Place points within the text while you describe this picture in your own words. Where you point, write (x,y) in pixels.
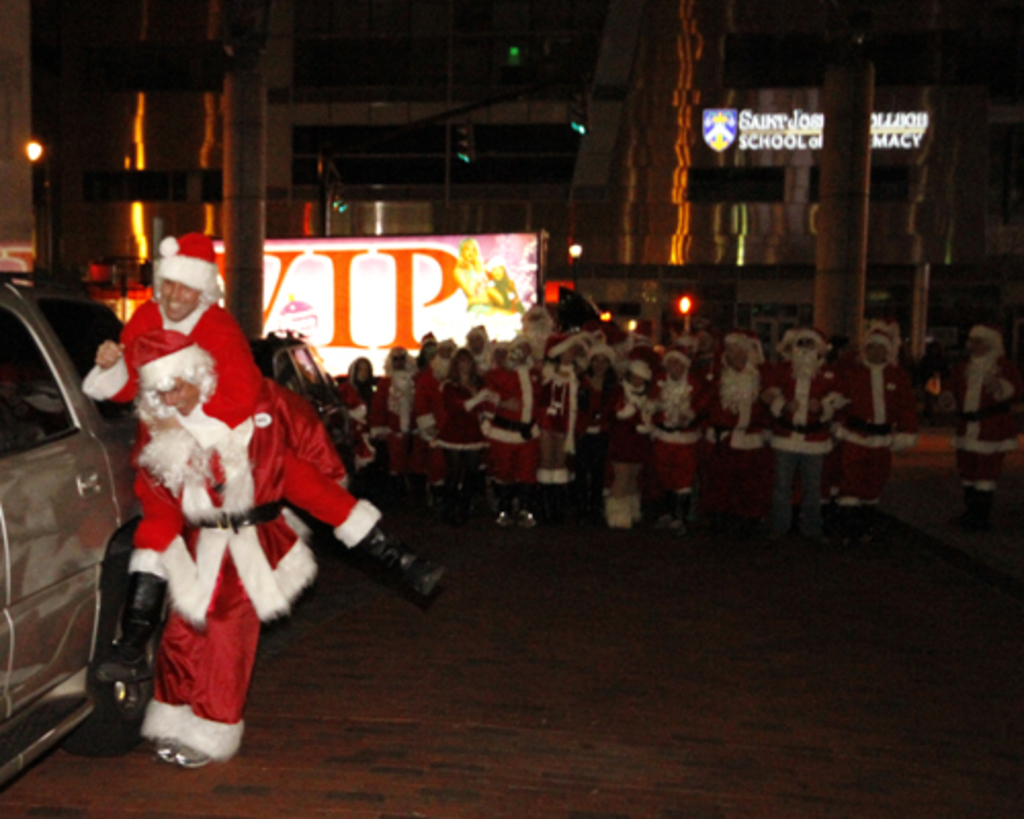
In this image we can see some people (146,413) wearing Santa Claus costumes (160,408) and there are few vehicles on the left side of the image (309,384). We can see a screen (312,304) with picture (503,289) and some text (400,331) and there is a building (876,304) in the background (445,52) and we can see some text (917,117) attached to the building (960,96).
